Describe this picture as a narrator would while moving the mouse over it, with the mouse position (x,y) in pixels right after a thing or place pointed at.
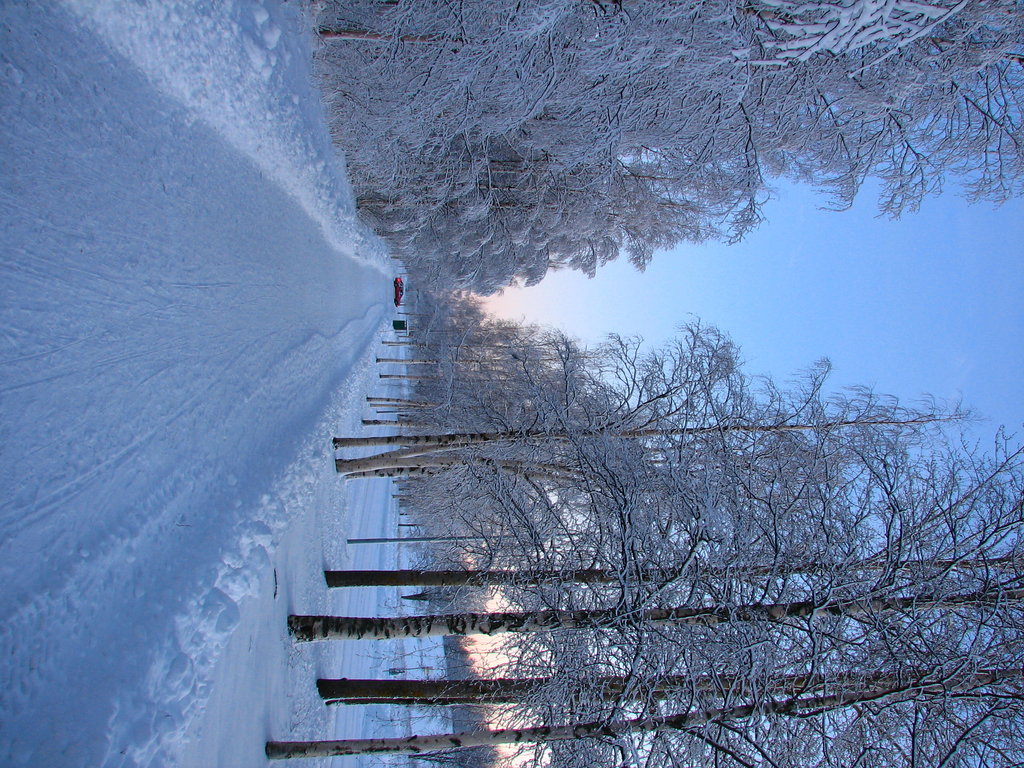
In this image we can see few trees (434,424) and a vehicle (396,297) on the snow (208,378), also we can see the sky (555,278).
